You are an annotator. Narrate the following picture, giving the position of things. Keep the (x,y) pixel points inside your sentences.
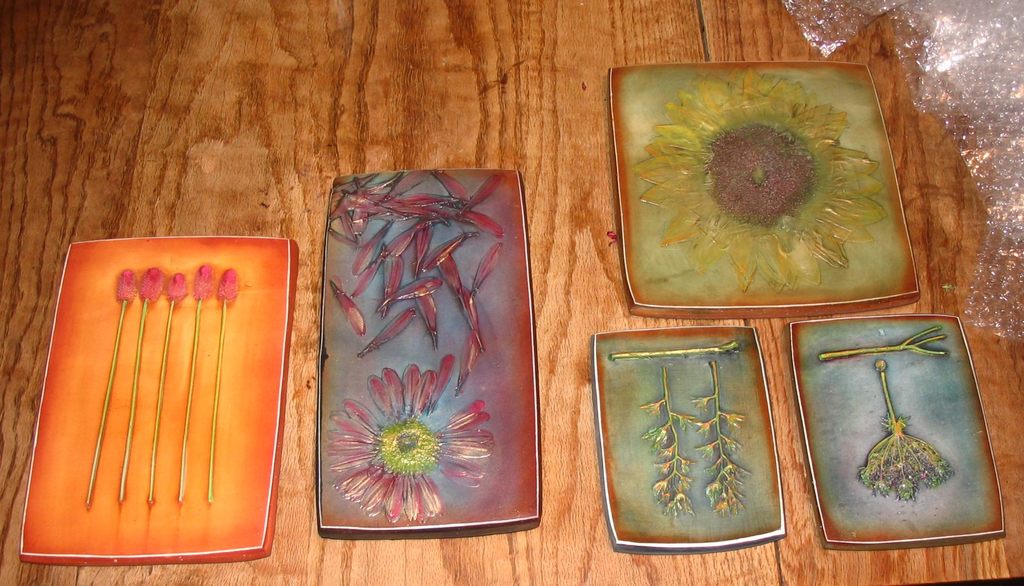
In the center of this picture (461,325) there are some objects (281,362) placed on the top of the wooden table (323,159) and we can see the designs (478,198) of flowers (459,383) and some other designs (467,374) on the top of the objects (383,335). On the right corner (976,1) we can see a plastic cover (958,76).
